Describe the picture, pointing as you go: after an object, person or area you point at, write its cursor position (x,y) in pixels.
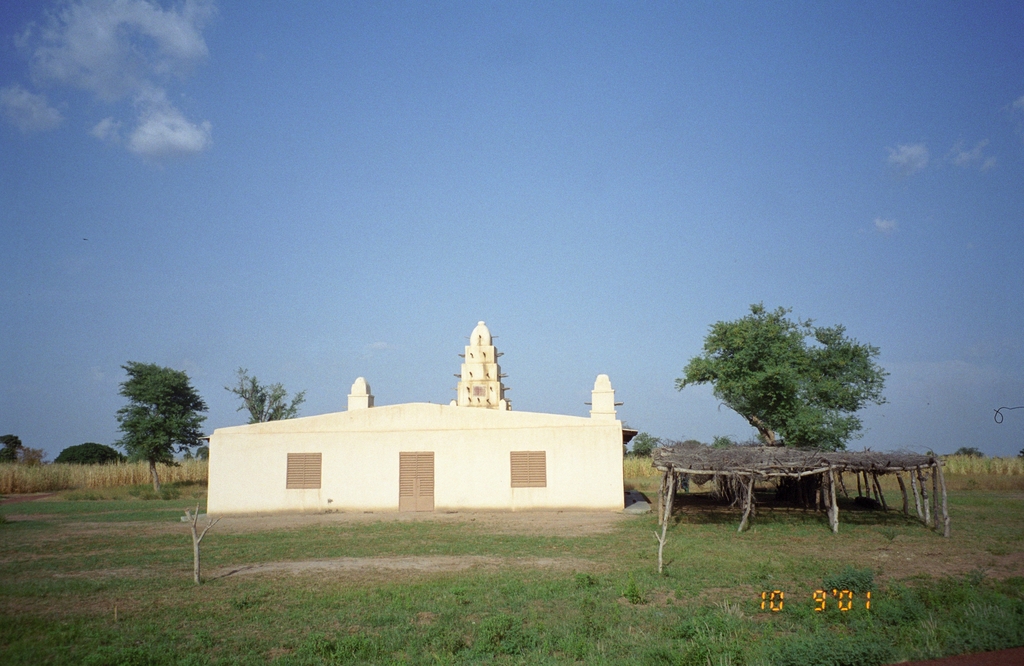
In this picture there is a small shed house (616,465) with brown color door (405,481) and windows (302,481). In the front (331,622) bottom side there is a grass ground (531,604). On the right side (696,469) we can see the straw and bamboo shed (793,472). On the top (111,83) we can see the sky (659,370).
